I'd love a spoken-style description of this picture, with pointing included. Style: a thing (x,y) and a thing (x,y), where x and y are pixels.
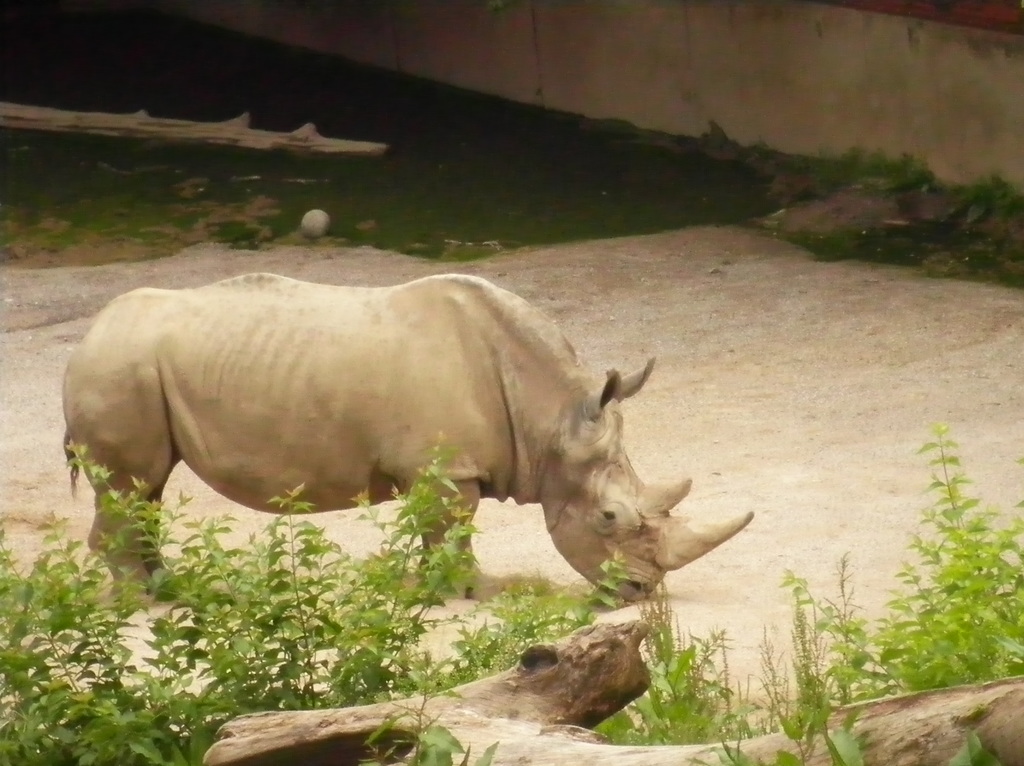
In this picture we can see rhinoceros (457,384). And these are the plants (978,668). And there is a wall (877,67).
